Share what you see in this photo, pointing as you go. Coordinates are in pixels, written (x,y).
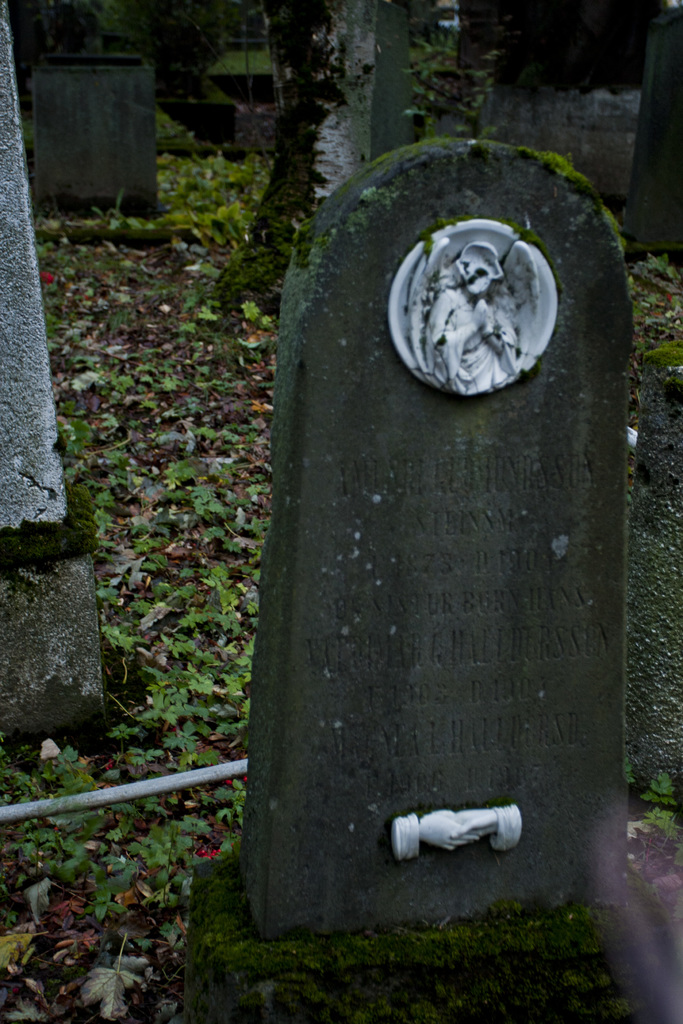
This picture is clicked outside. In the foreground (417,410) we can see an object (564,416) seems to be a grave (410,622) of a person on which we can see the text (406,653). In the background (169,364) we can see the ground (170,315), plants (152,704) and some other objects (42,187).
